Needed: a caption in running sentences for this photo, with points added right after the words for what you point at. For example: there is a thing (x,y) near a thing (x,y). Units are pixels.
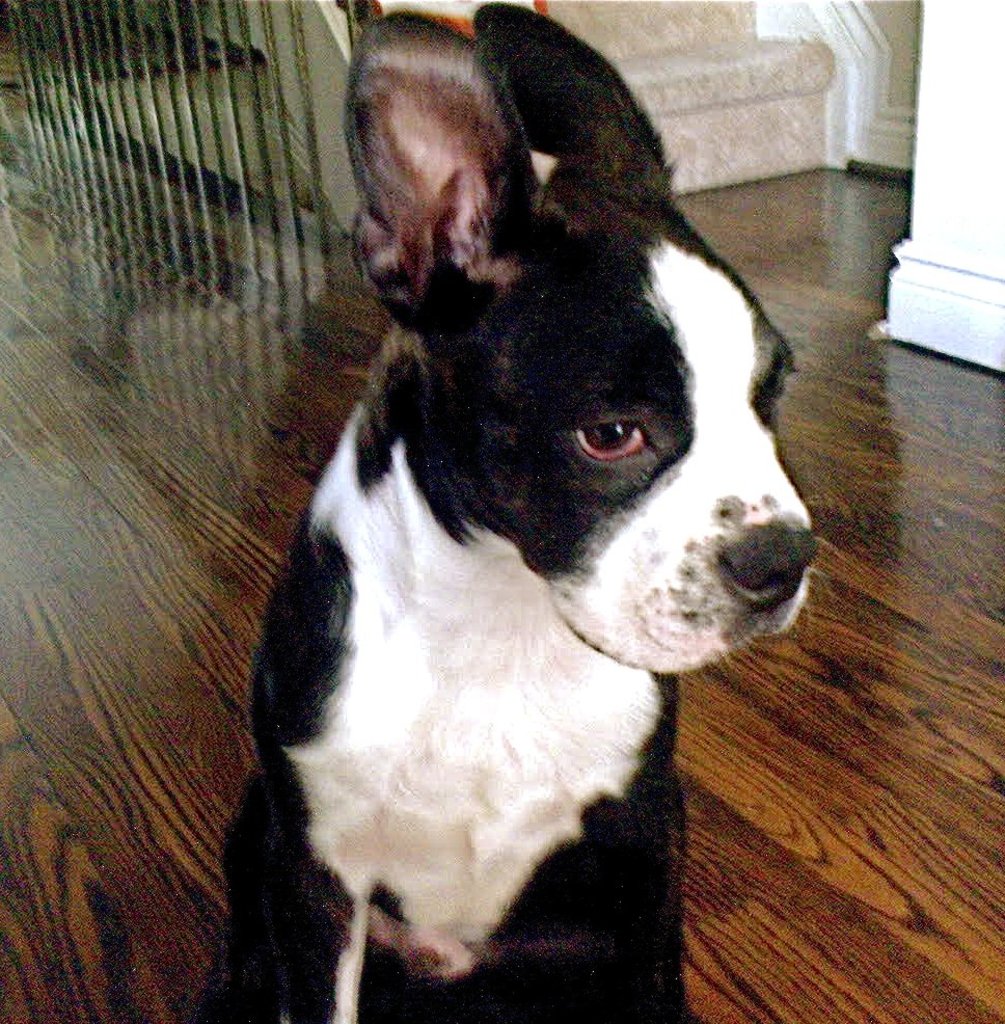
In this image there is a dog (375,666) on the floor (226,776). In the background (712,128) there are steps (699,99). Beside the steps (687,87) there is a railing (195,89). On the right side (943,219) top it looks like a pillar (925,161).
